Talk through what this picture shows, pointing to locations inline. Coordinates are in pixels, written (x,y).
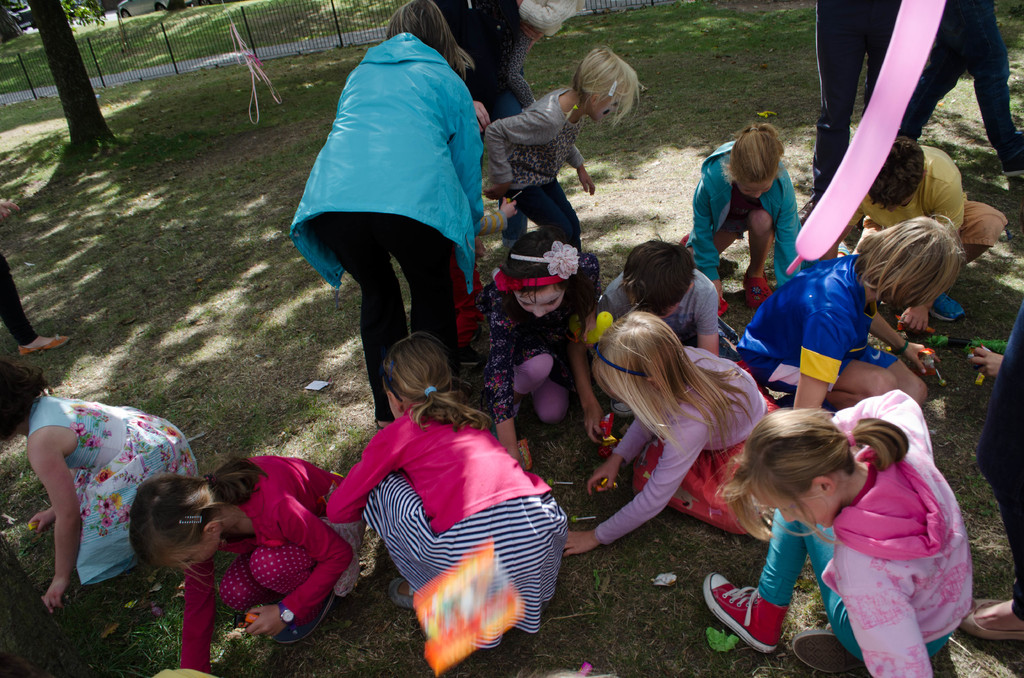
In this picture we can see a group of kids (627,434) are in squat position and some people (512,132) are standing. In front of the people (748,136) there is a balloon (848,213). Behind the people (512,245) there is a tree trunk (74,67), a fence (127,33) and a vehicle (138,6) parked on the road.
